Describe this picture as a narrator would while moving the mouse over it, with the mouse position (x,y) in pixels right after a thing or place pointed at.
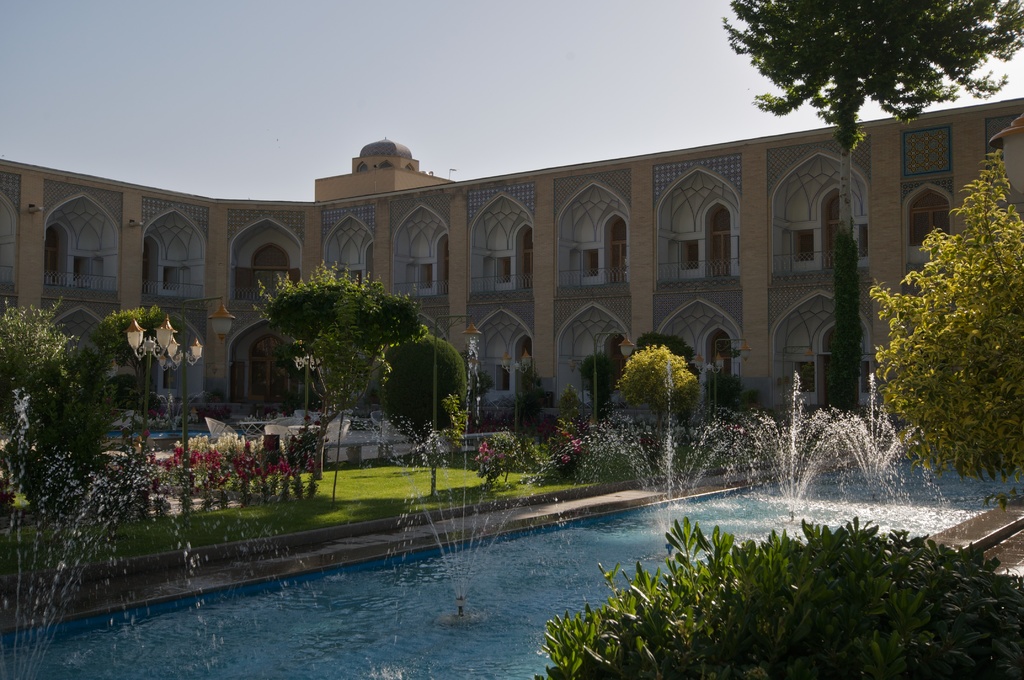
In this image there is a water fountain (540,548), beside the water fountain (464,577) there is grass (332,485) on the surface (332,485) and there are trees (934,405), in the background of the image (521,311) there is a building (423,313) and a lamp post (224,310).
